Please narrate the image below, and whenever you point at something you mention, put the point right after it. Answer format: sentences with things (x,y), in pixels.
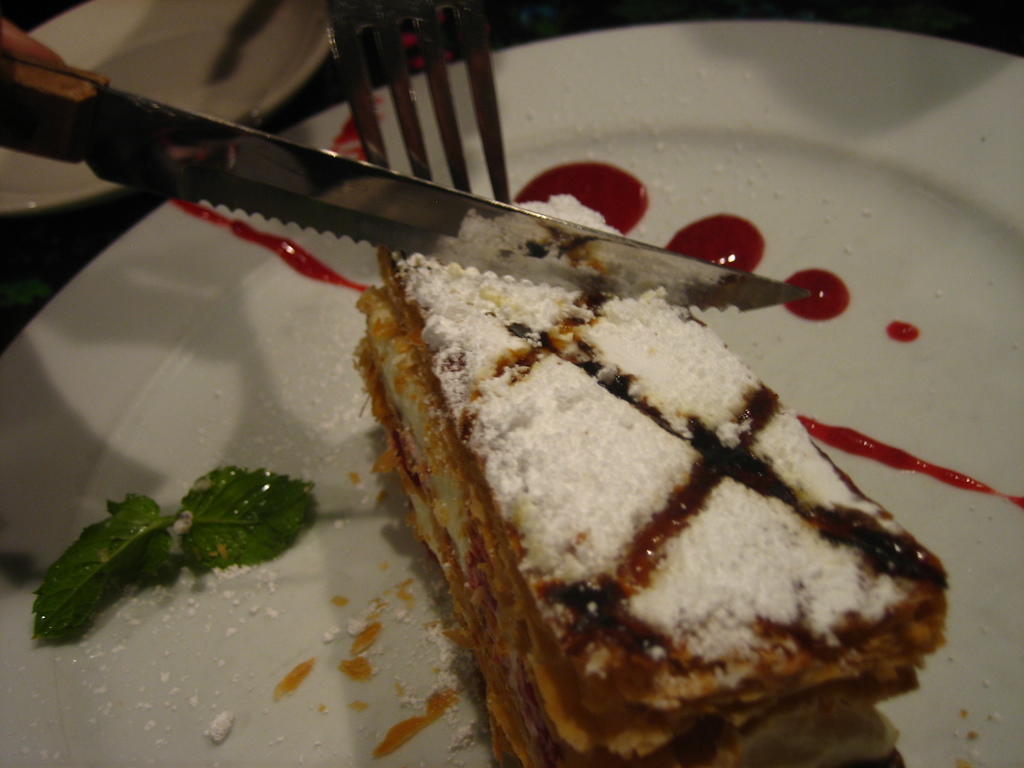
Here we can see two plates (259,649). On this white plate (346,497) there is a food (647,444). Above this food (643,432) there is a fork (396,5) and knife (132,116).
